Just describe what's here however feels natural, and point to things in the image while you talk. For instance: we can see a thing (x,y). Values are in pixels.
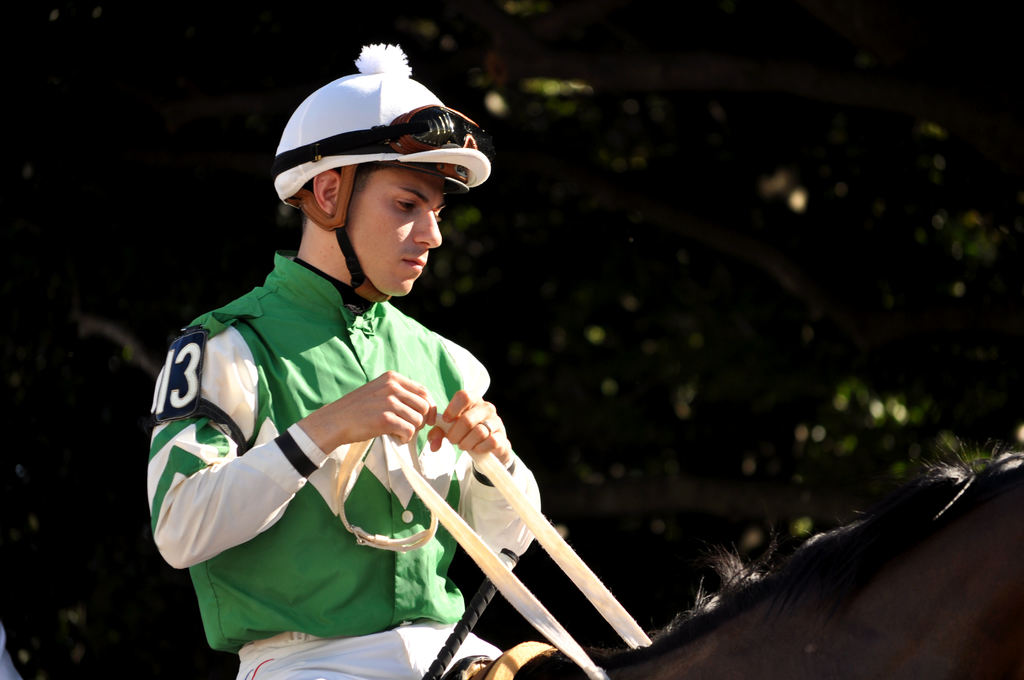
This image consists of a man (478,366) wearing a green shirt (272,579) is riding a horse (777,609). In the background (445,249), there are trees (792,424). And he is wearing a white helmet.
